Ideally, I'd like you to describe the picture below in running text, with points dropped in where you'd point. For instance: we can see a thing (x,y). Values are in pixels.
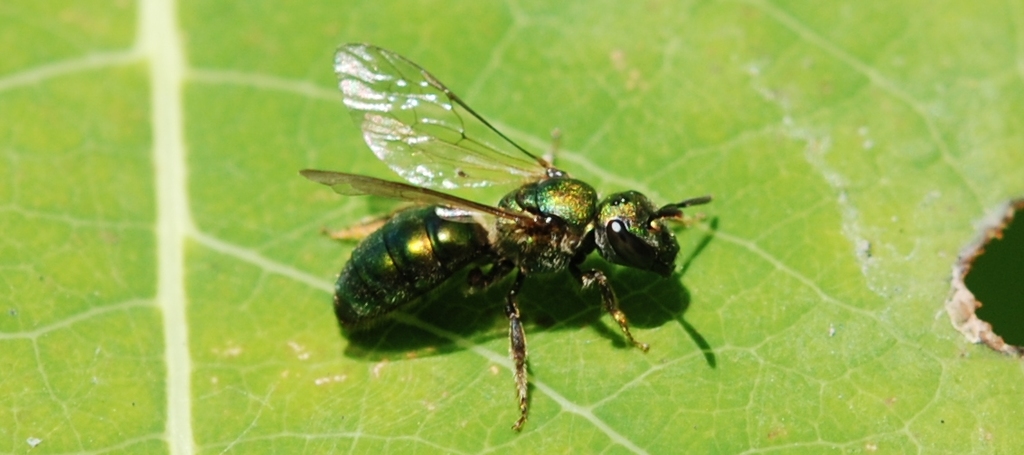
In the picture we can see some fly (394,239) which is on the green leaf (372,365).
